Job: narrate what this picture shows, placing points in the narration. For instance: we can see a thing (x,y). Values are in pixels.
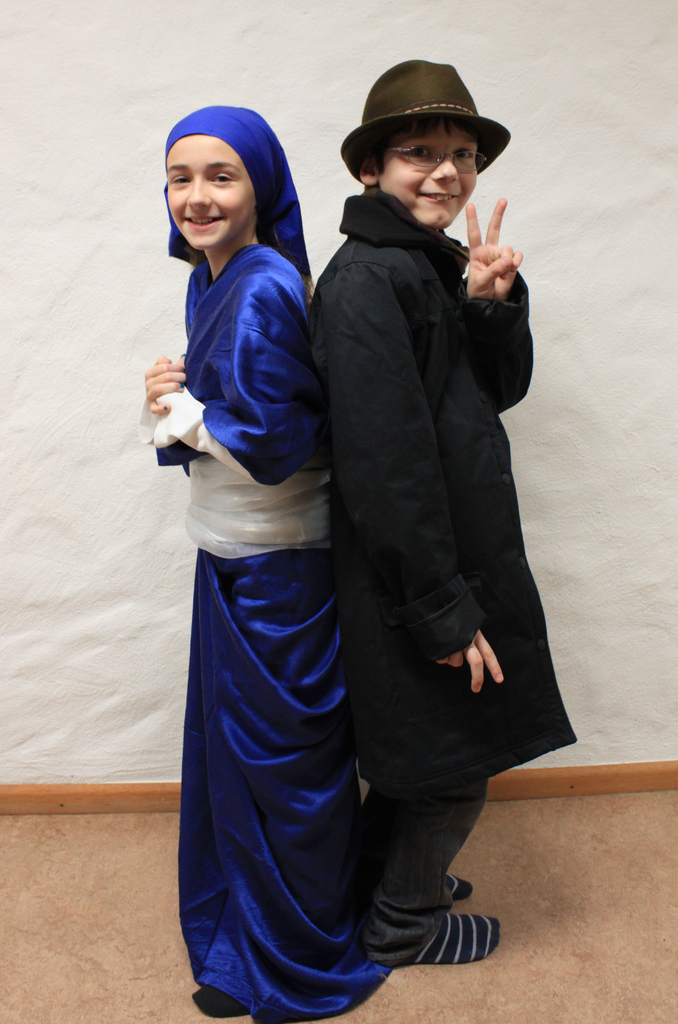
In this image two persons (424,521) are standing on the floor (183,961). Behind them there is a wall (145,619). A person (295,515) is wearing blue dress (250,610), beside there is a person (411,433) wearing black jacket (407,298), spectacles (424,148) and a cap (401,103).
